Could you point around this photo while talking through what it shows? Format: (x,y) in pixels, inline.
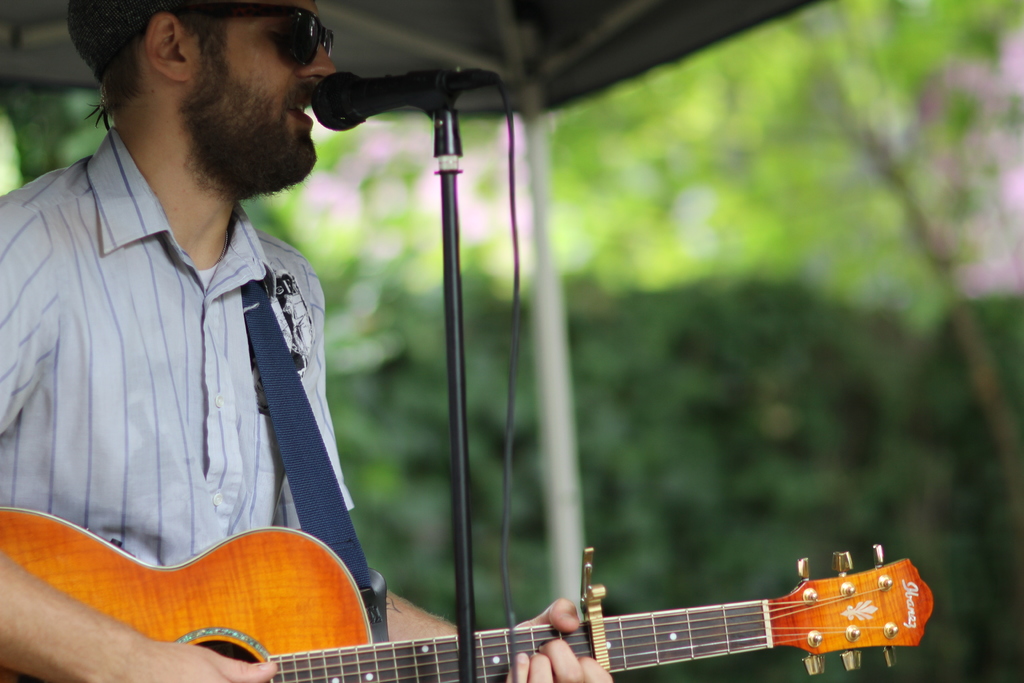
This picture shows a man (56,171) standing and playing a guitar (884,634) and singing with the help of a microphone (314,95) and we see few trees (372,178) around.
